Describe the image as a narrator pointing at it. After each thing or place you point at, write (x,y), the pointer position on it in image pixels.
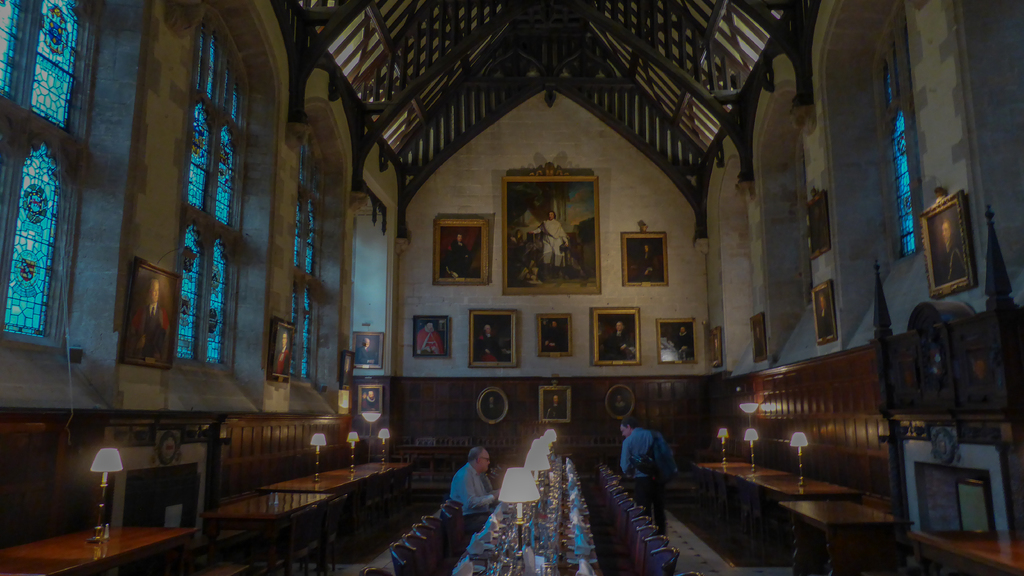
In this image I can see two people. One person (467,512) is sitting in-front of the table (577,516) and one person (645,500) is standing. On the table (568,519) I can see the lamps (535,467) and many objects (497,541). To the side I can see the chairs (624,557). On the tables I can see the few more lamps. There are many frames (515,323) and windows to the wall (611,272). And this is the inner part of the building (413,290).
